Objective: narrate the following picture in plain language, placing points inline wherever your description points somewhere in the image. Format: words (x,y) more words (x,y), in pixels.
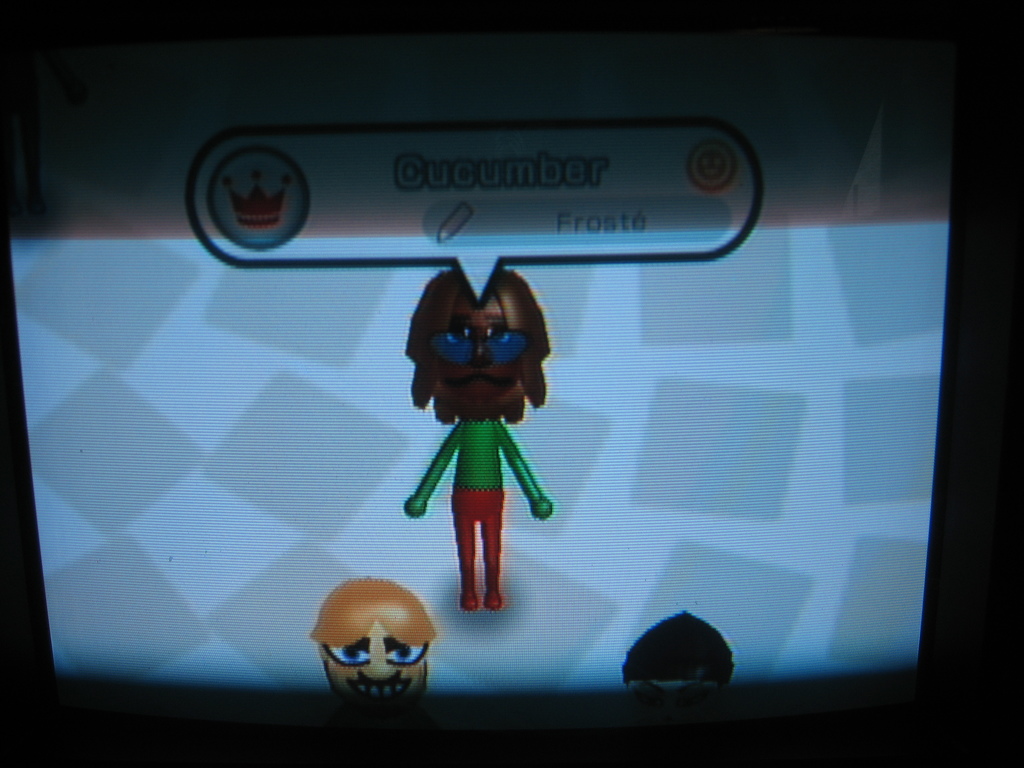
In this image in the center (570,428) there is one television (510,671) in the television (308,632) there is an animation (410,512) and some persons (400,610), on the top of the image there is some text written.
